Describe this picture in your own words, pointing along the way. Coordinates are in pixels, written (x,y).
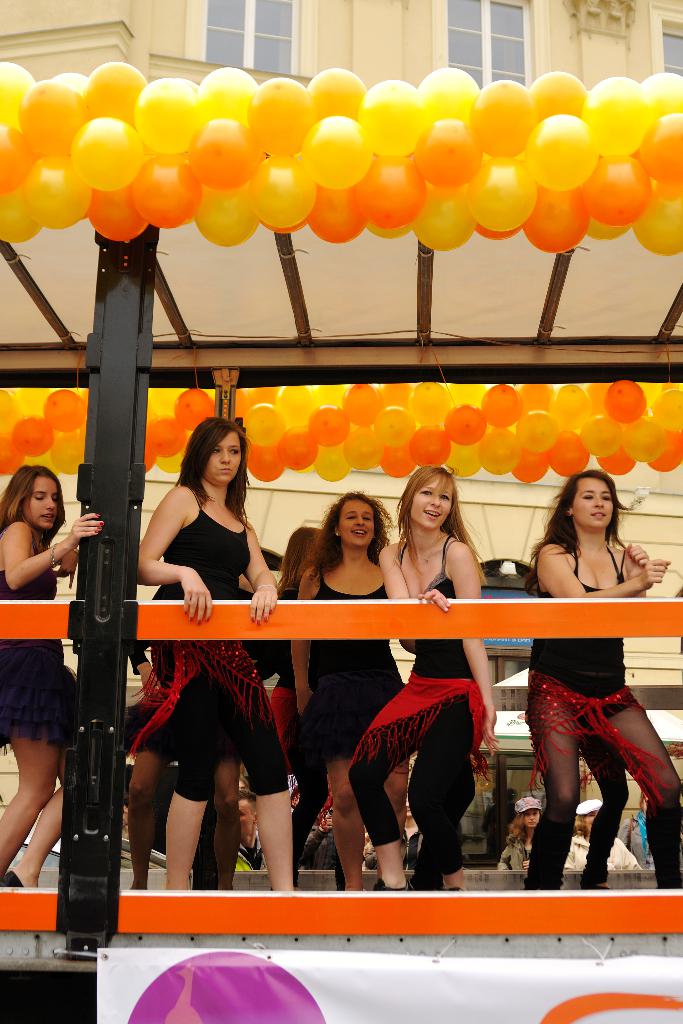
In the foreground of this image (566,1009), at the bottom (326,1004), there is a banner (556,1009). In the middle (319,565), there are women (70,547) standing near railing (395,606) under shed like structure (413,293) to which, there are balloons (487,425). In the background (523,26), there is a building (560,24) and few people (535,827) wearing caps (589,810).
